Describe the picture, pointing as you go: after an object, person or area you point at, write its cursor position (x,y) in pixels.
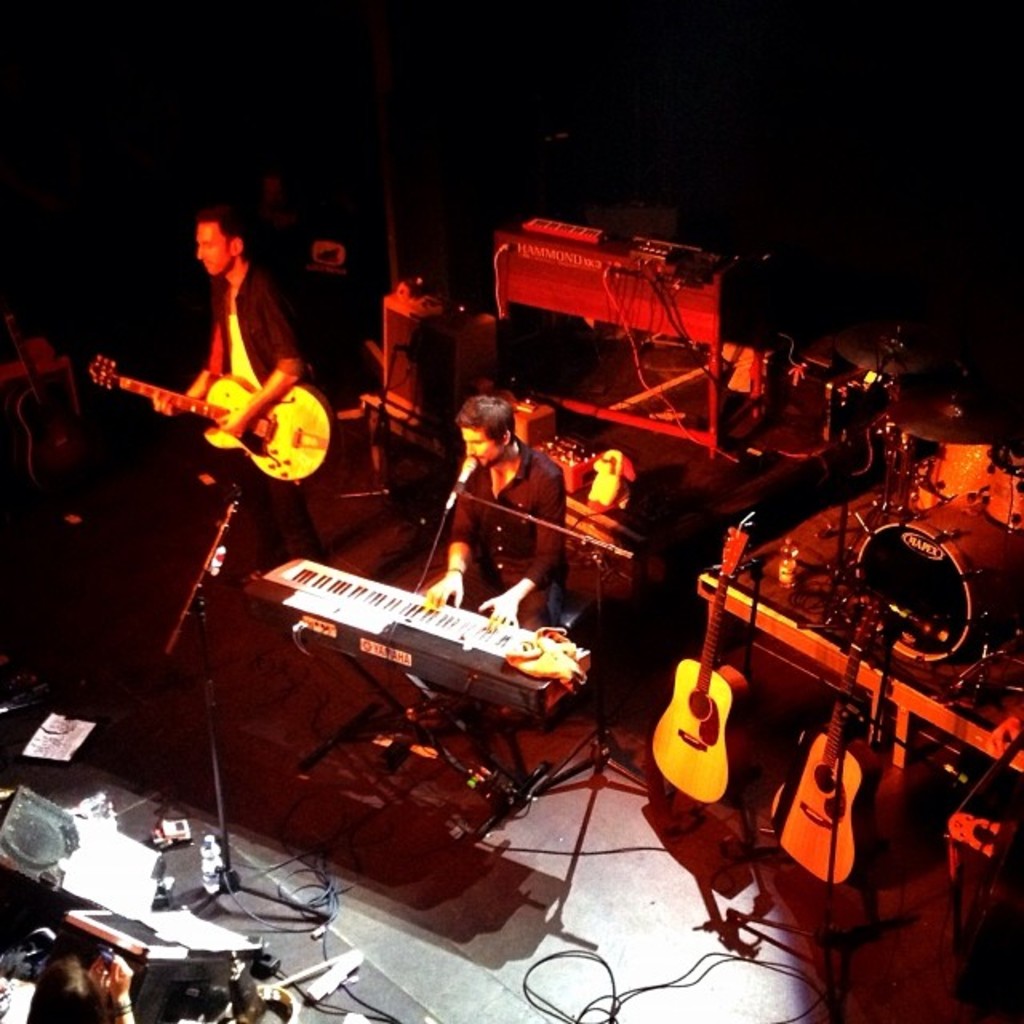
One person (272,362) is standing, one is sitting. They are playing musical instruments (394,635).
